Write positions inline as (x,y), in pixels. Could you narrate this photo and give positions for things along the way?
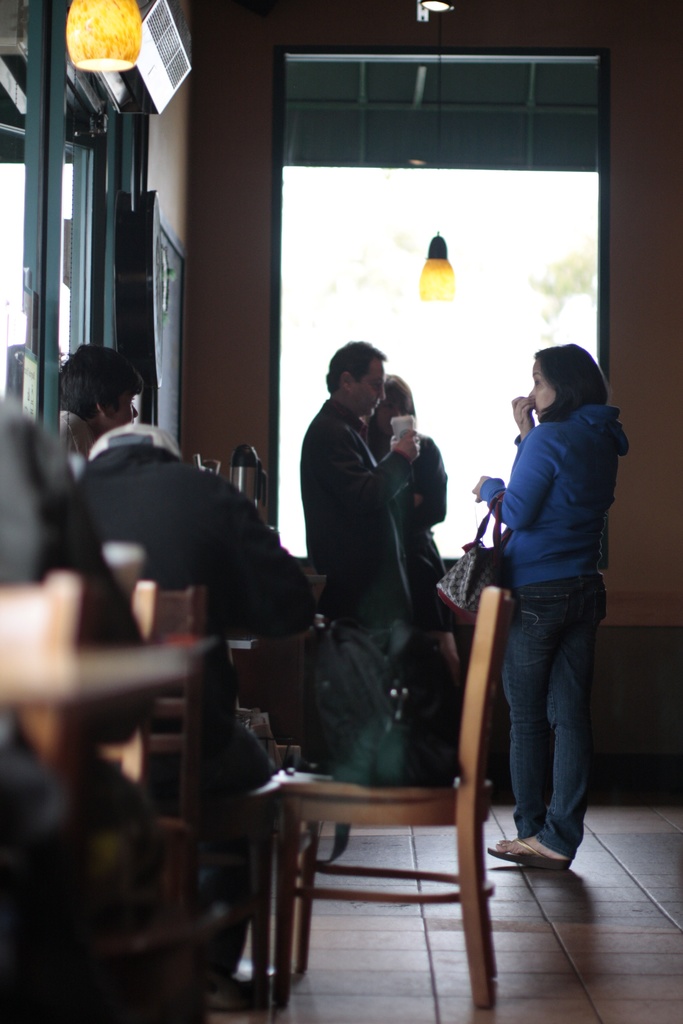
In this picture we can see three people (557,518) standing near the window (364,293) and the other person (87,384) is looking at them and there is a chair (483,665) and a backpack (388,709) on it and also lamps (122,53) to the roof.
